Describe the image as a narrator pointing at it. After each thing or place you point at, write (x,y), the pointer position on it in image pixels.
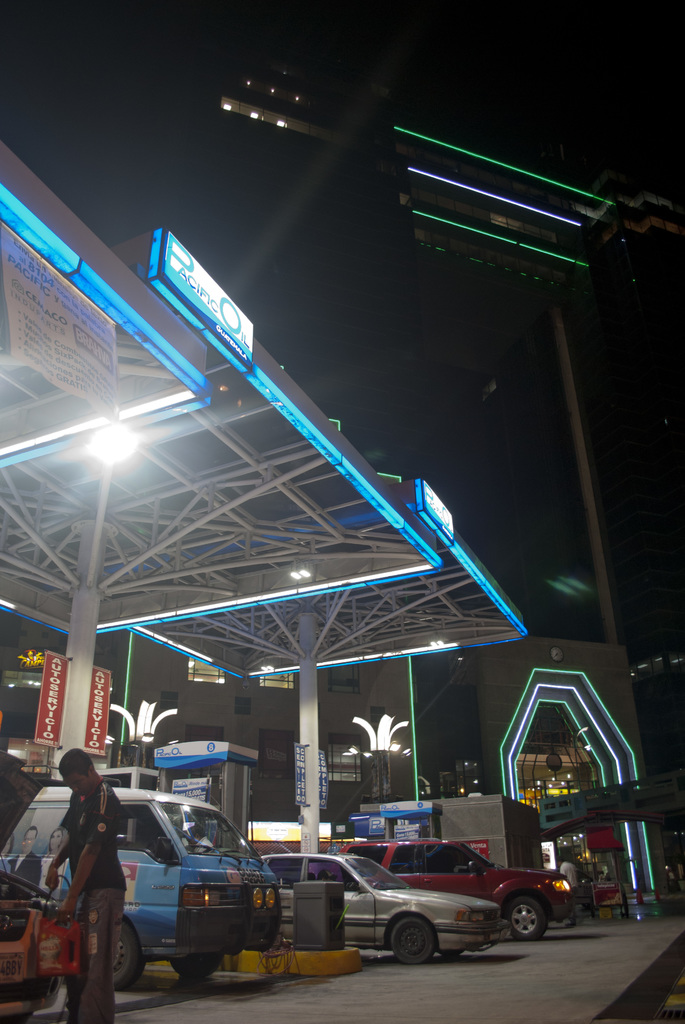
In this image we can see vehicles (270,882). Also there are sheds (479,576) with pillars (87,664) and lights (275,388). And there is a person (100,850) standing. In the back (285,712) there is a building (388,691) with lights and there are pillars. In the background (487,375) it is dark.
